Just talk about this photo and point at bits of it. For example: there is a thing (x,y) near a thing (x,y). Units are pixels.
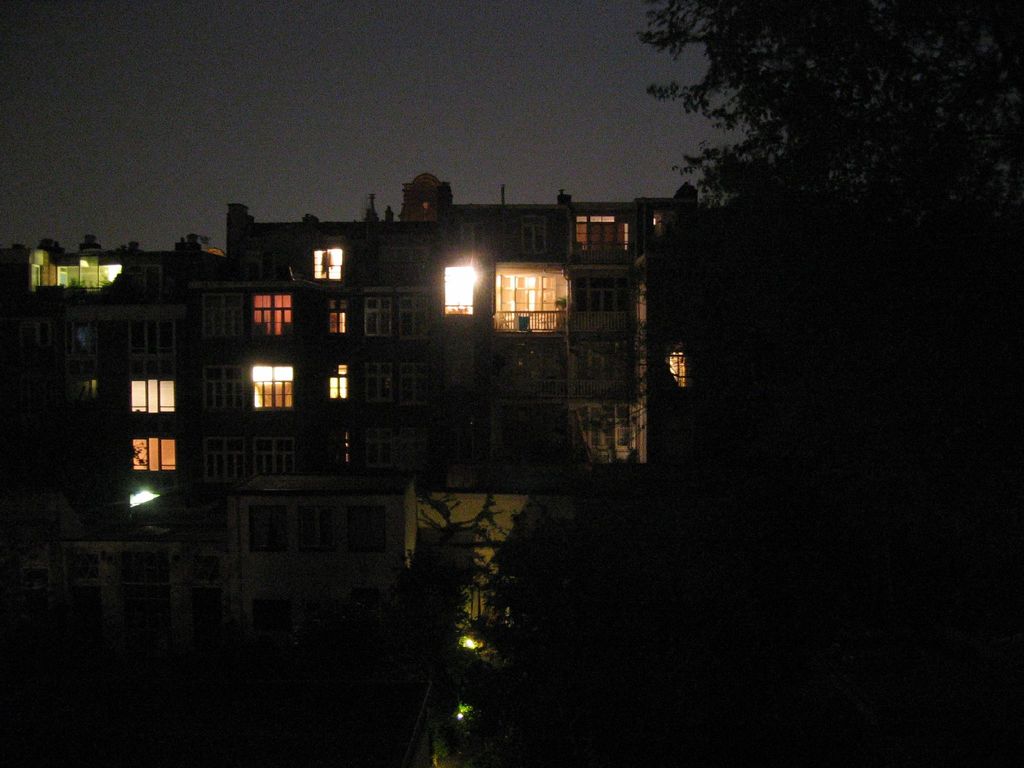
In this picture we can see few buildings (411,368), lights (500,302) and trees (782,522).
